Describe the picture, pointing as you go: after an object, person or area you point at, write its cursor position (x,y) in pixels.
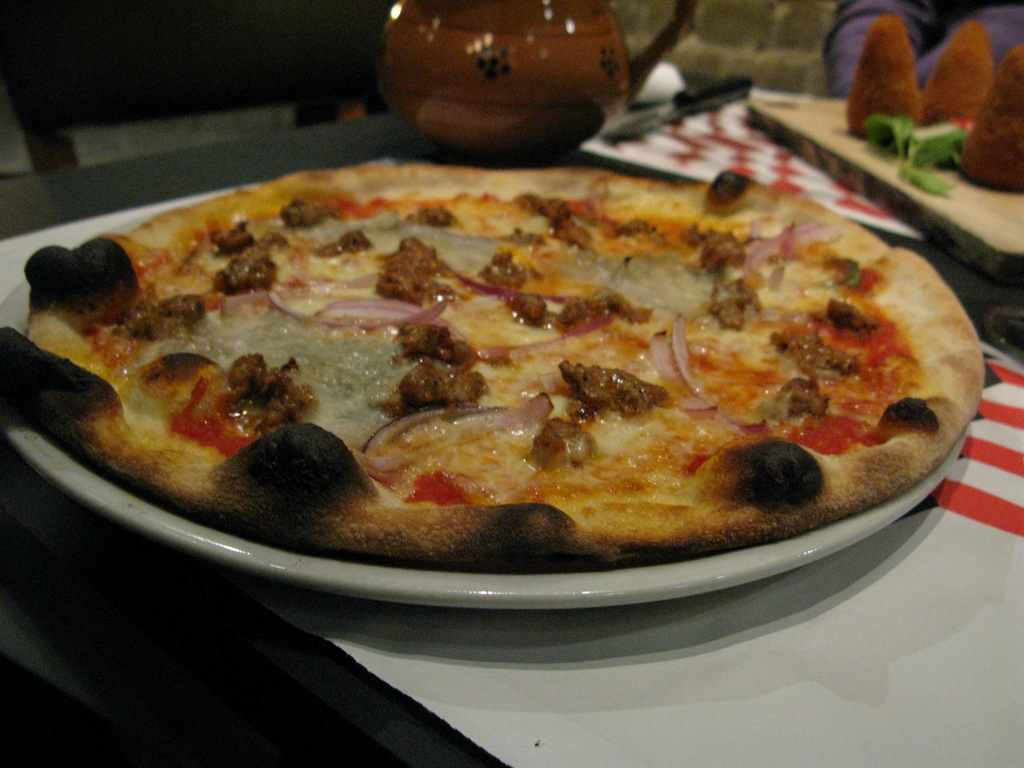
In the foreground (28,446) I can see a table (463,741) on which a pizza plate (838,446), kettle (455,103), knife (709,101) and food items (895,126) are kept on the pad (1013,218). This image is taken may be in a room (236,85).
